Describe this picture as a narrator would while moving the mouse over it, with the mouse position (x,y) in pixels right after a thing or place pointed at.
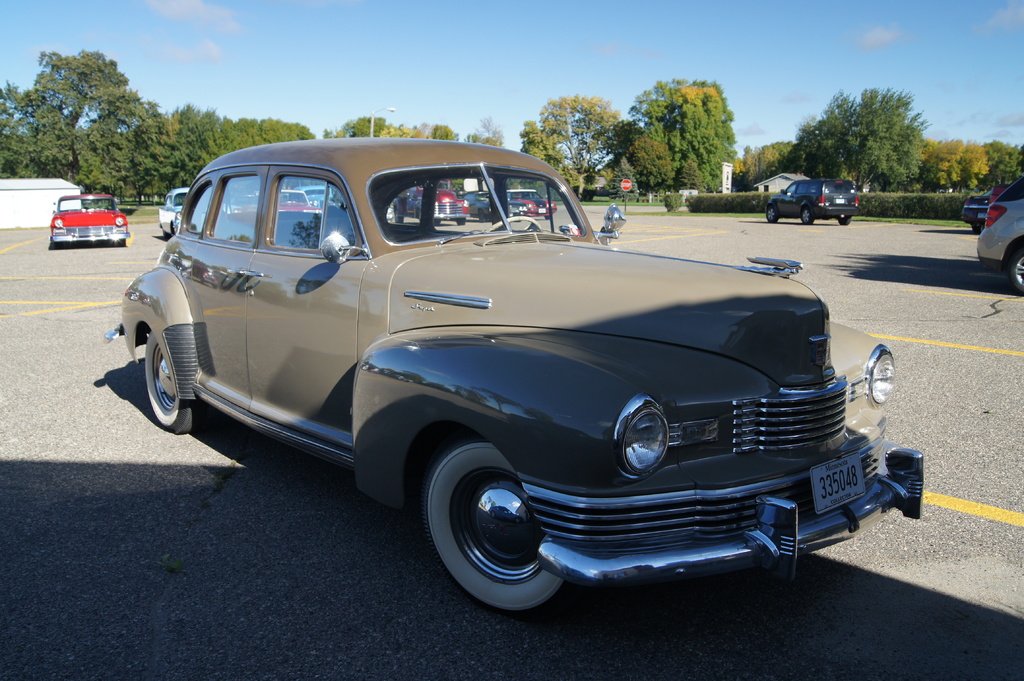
In the picture we can see a vintage car (771,510) is parked on the path (941,517) and behind it, we can see some vintage cars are parked and behind it, we can see the trees (101,136) and in the background (178,57) we can see the sky (959,33) with clouds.
